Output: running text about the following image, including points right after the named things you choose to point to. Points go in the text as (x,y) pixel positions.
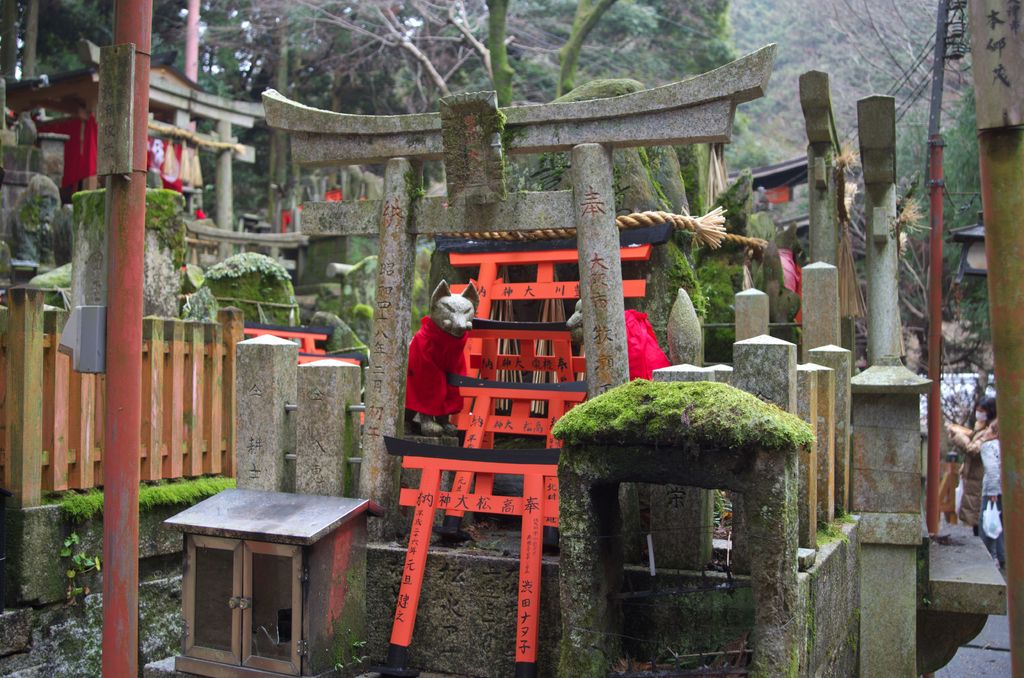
In this image there is a japanese sculpture (521,248) in the middle (457,346) there is a fox statue (447,348), below that there is a box (335,615), on the left side (27,428) there is a railing (158,377) and pole (121,540), on the right side (988,458) there are two persons (987,445) standing and there is pole (998,210) in the background (683,23) there trees (647,21).
